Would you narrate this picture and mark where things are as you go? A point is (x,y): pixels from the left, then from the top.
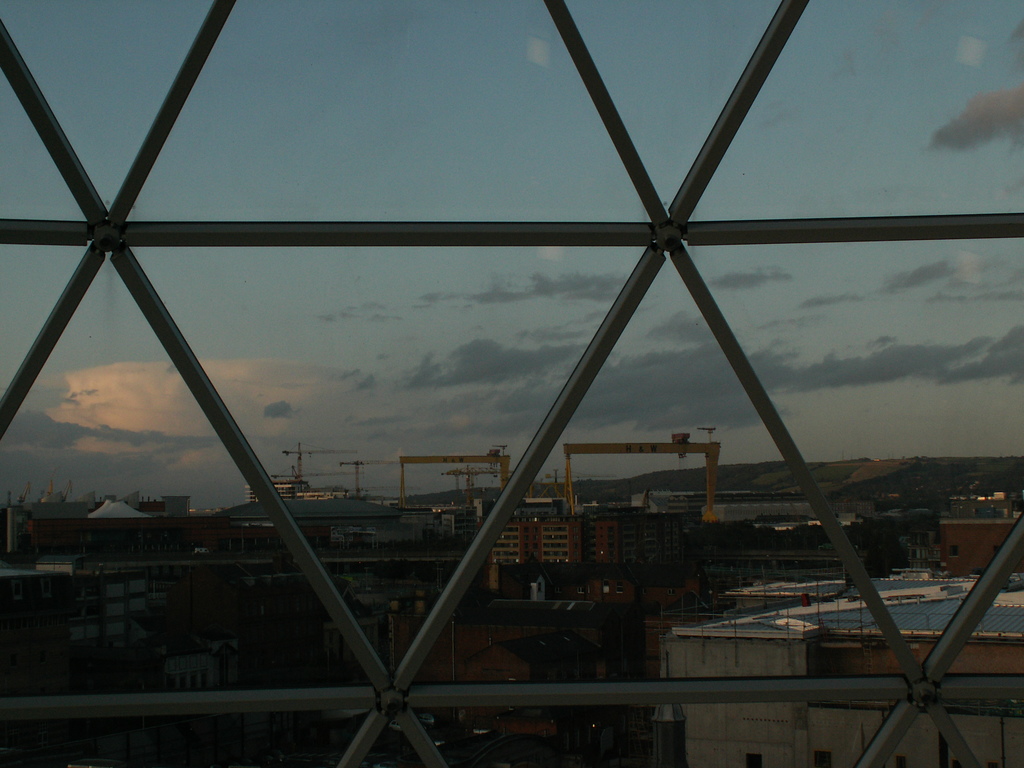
In this image we can see buildings (208,657), cranes (712,454), poles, there are trees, also we can see the sky (562,277).
